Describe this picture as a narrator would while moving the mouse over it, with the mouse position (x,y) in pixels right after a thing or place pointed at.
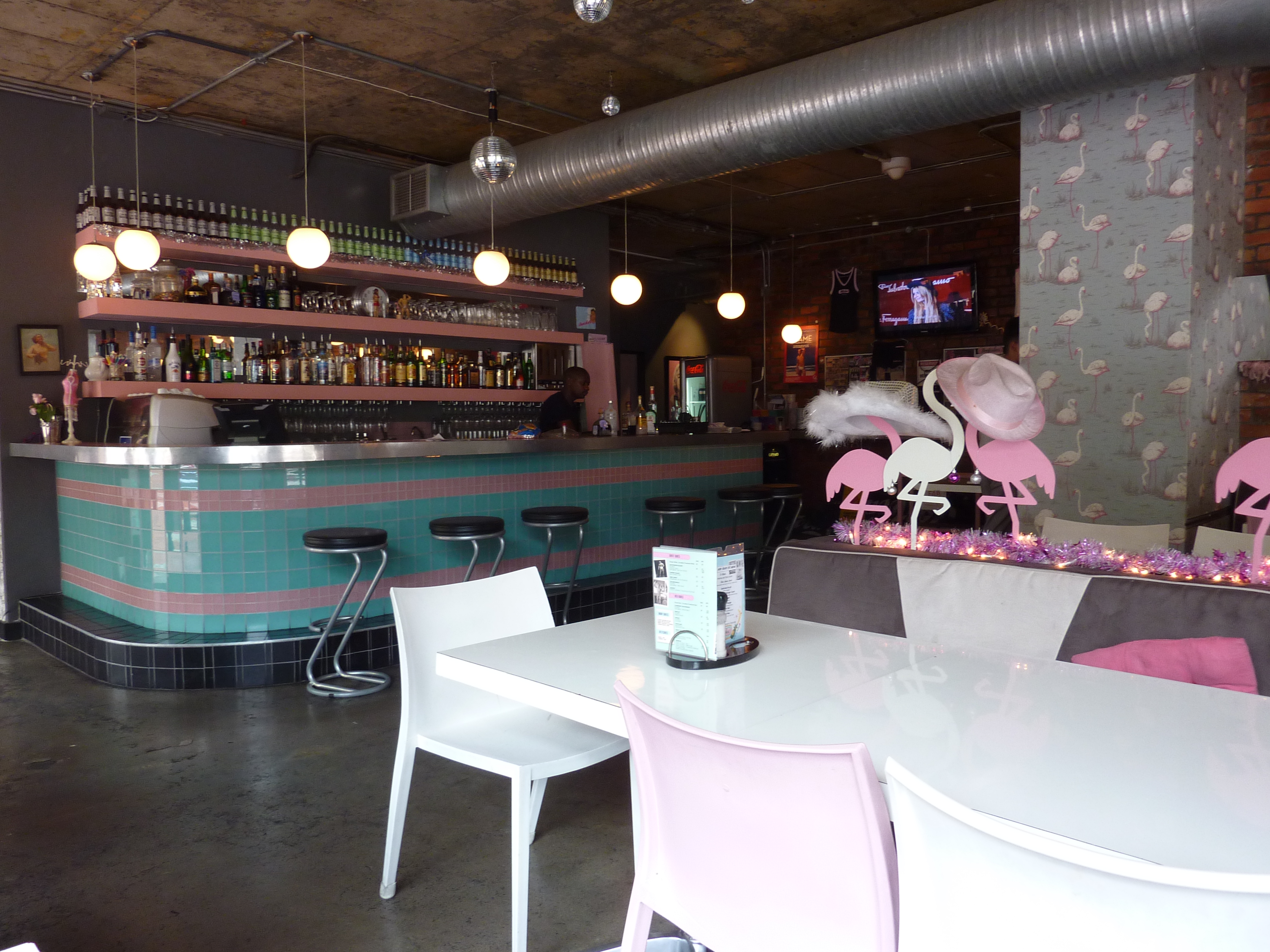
On the right side (928,693) there is a dining table (899,706) with chairs (917,782). On that some item (705,645) is kept. Near to that there is a table (1054,545) with decorative items (1013,513). In the back (236,466) there is another table (227,471). On that there are some items (220,426). Near to that there are some stools (327,542). On the ceiling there are lights (142,258). In the back (365,345) there is a cupboard (335,314). On that there are bottles (382,376). A person (583,376) is standing near to that. Also there is a wall (981,323). On the wall (911,251) there is a television (912,284). Also there are some items (812,349).
